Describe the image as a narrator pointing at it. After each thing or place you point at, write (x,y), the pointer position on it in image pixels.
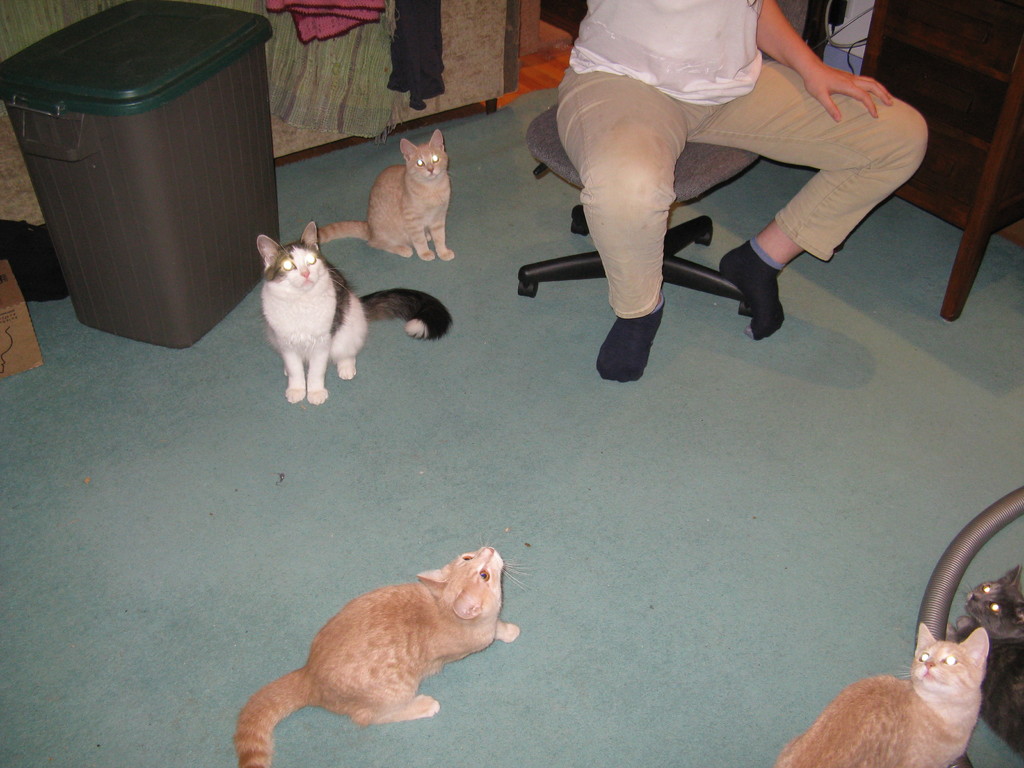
This picture might be taken inside the room (600,579). In this image, on the right corner (962,708), we can see two cats (1002,647) and a vacuum hose (940,582). On the right side (974,98), we can also see a table (976,262). In the middle of the image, we can see a person (712,139) sitting on the chair (717,171) and three cats (404,627) sitting on the floor (620,685). On the left side (148,144), we can also see a dustbin (263,221) and a box (12,361). In the background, we can see some clothes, at the bottom (652,550), we can see green color.
